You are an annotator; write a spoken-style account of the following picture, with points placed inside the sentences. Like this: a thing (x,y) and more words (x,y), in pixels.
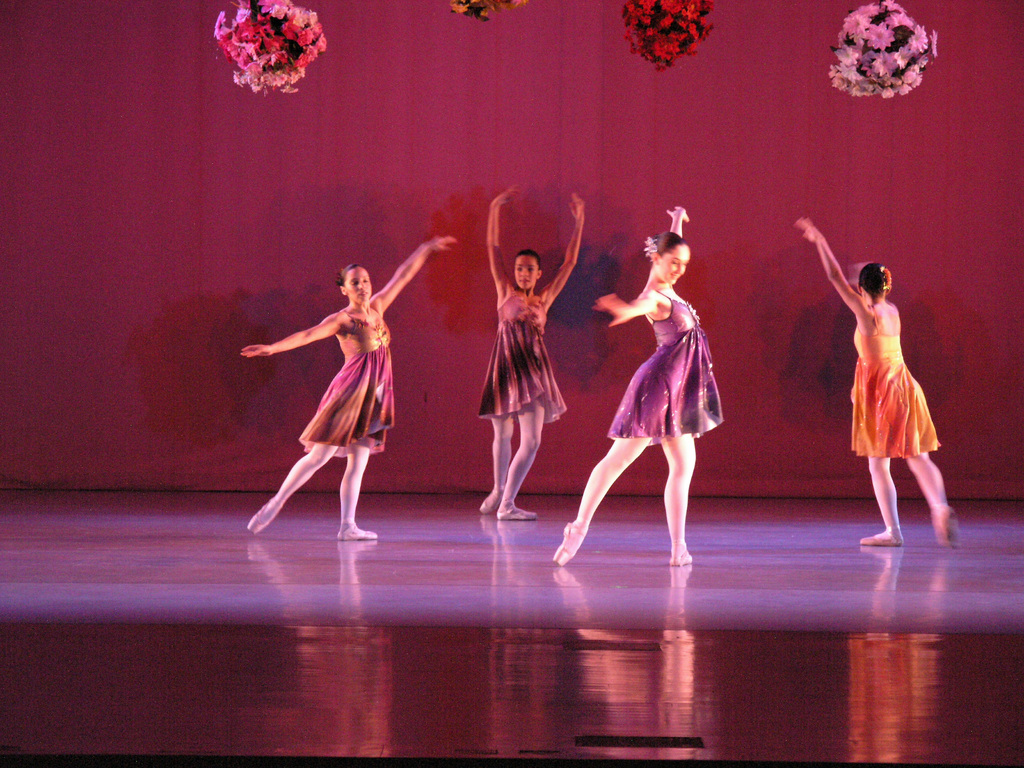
In this image four ladies (351,401) are dancing on the floor (388,526). On the top (862,60) there are flowers (848,54). In the background (666,124) there is curtain (405,150).
